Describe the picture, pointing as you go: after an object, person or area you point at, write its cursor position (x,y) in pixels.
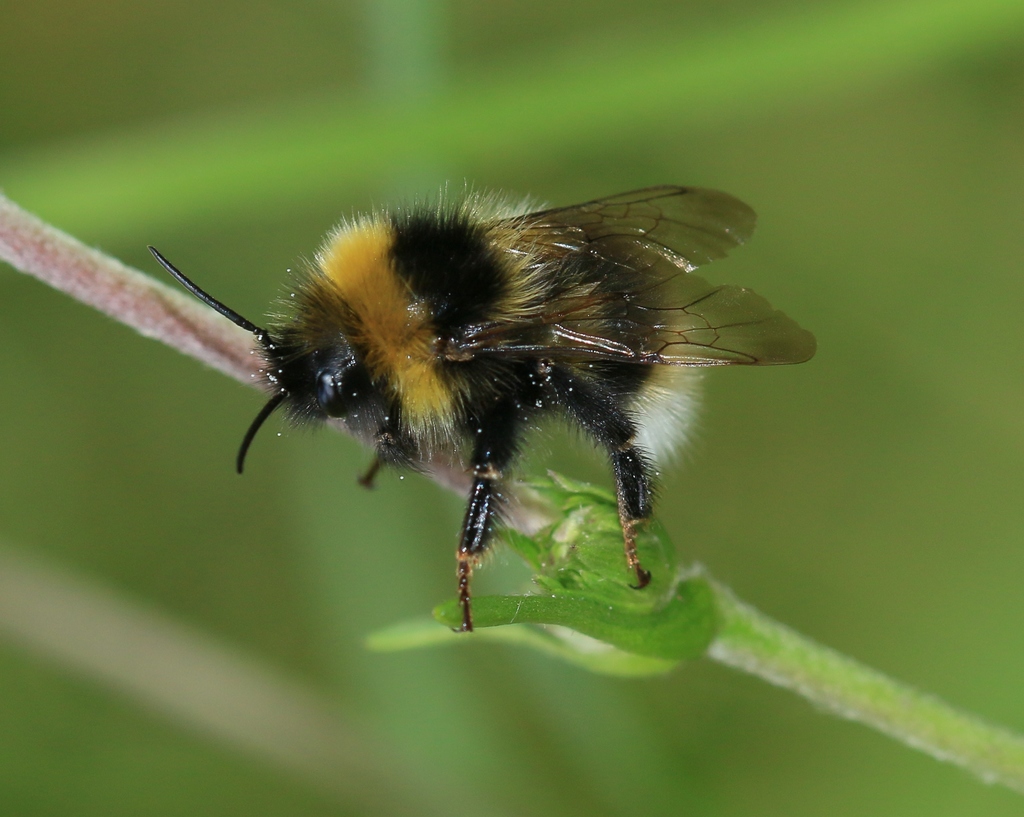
As we can see in the image there is an insect (460,428) and the background (297,220) is blurred.
